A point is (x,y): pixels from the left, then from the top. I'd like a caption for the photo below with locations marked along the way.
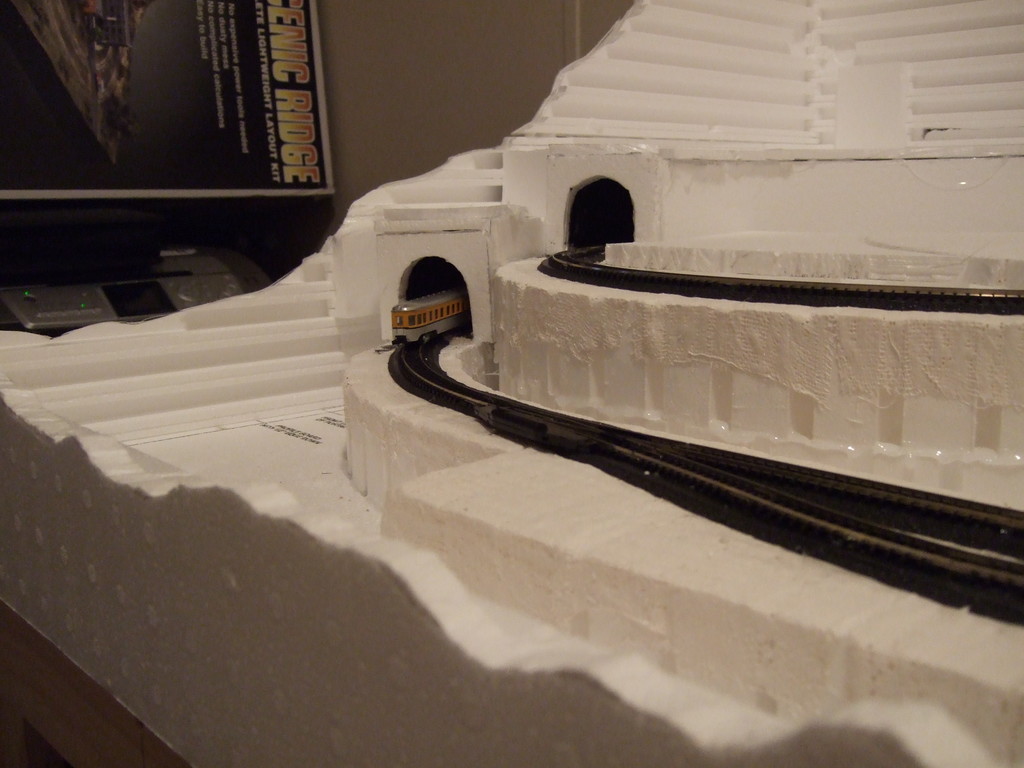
On the left side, there is a model train (400,338) on the railway track (459,382). Above this railway track (929,531), there is another railway track (605,270). In the background (442,158), there is a box (226,140) and there is a wall (386,81).
